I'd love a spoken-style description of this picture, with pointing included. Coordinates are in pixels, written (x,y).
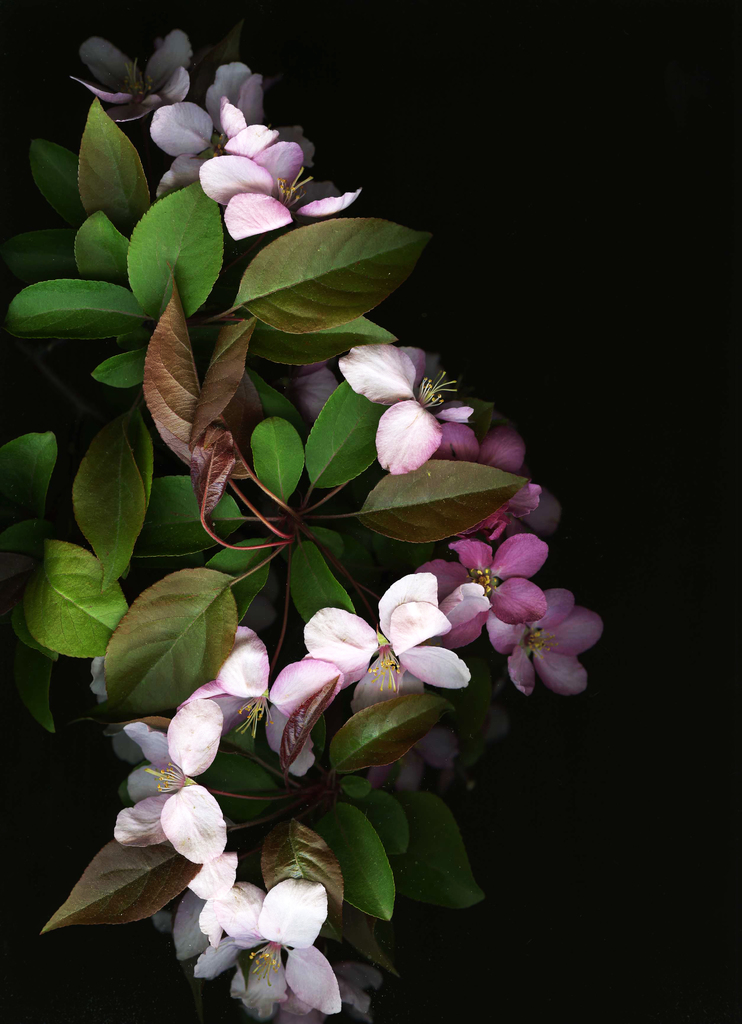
In this picture I can see plant (339,748) with flowers (355,383) and I can see dark background (386,83).
